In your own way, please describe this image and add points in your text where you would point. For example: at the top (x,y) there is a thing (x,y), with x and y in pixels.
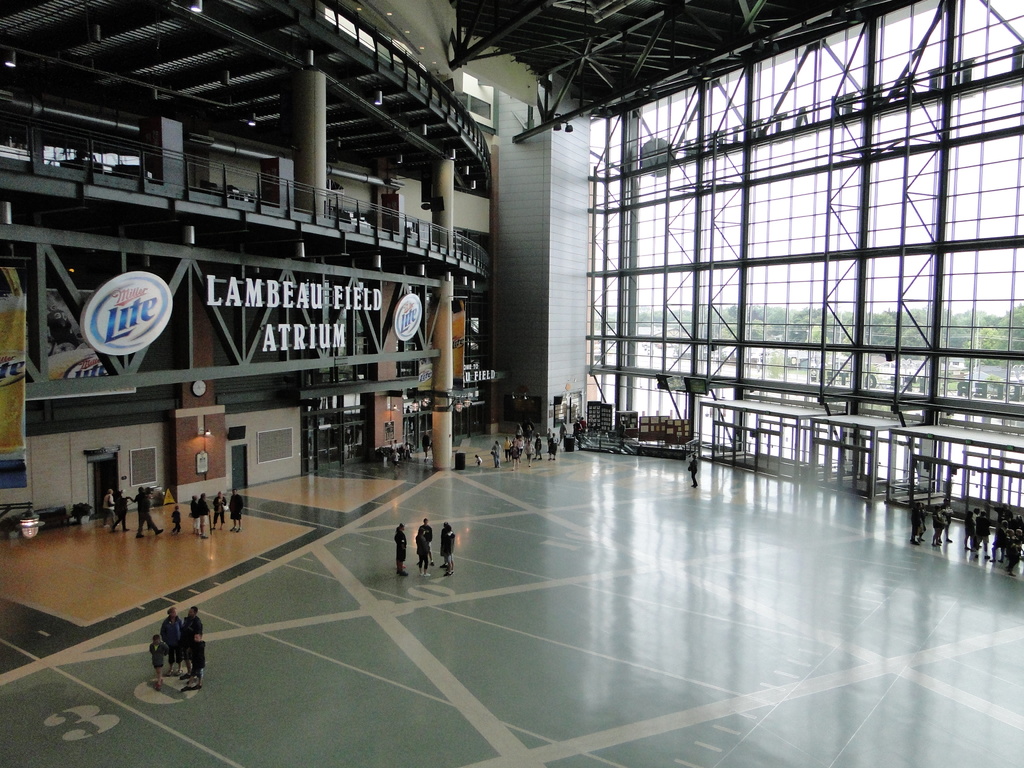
In this image I can see group of people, some are standing and some are walking. Background (870,305) I can see few boards (131,277) attached to the wall (146,400) and I can also see few poles (967,249), glass walls (807,313) and I can see the trees (962,322) in green color and the sky (803,210) is in white color.
